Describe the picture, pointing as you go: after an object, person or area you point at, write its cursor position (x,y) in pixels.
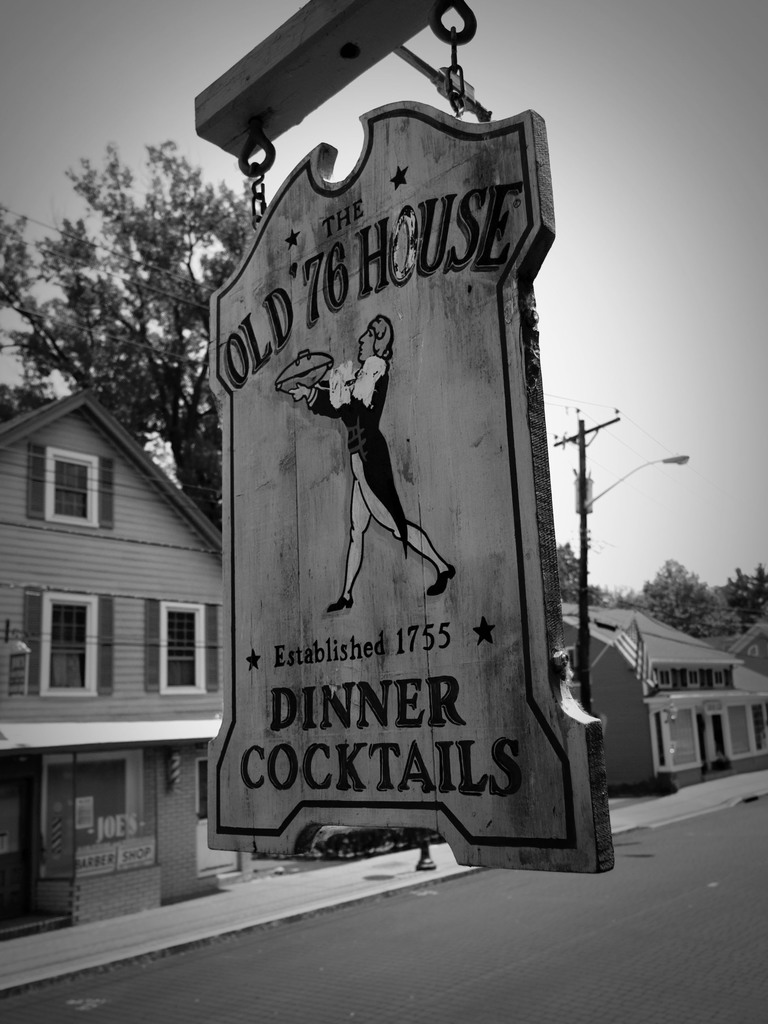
In this image, we can see a sign board (230,361) and there are some homes (180,787), we can see a road (733,814), there is a tree (85,263) and a pole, at the top (688,316) there is a sky (723,228).
